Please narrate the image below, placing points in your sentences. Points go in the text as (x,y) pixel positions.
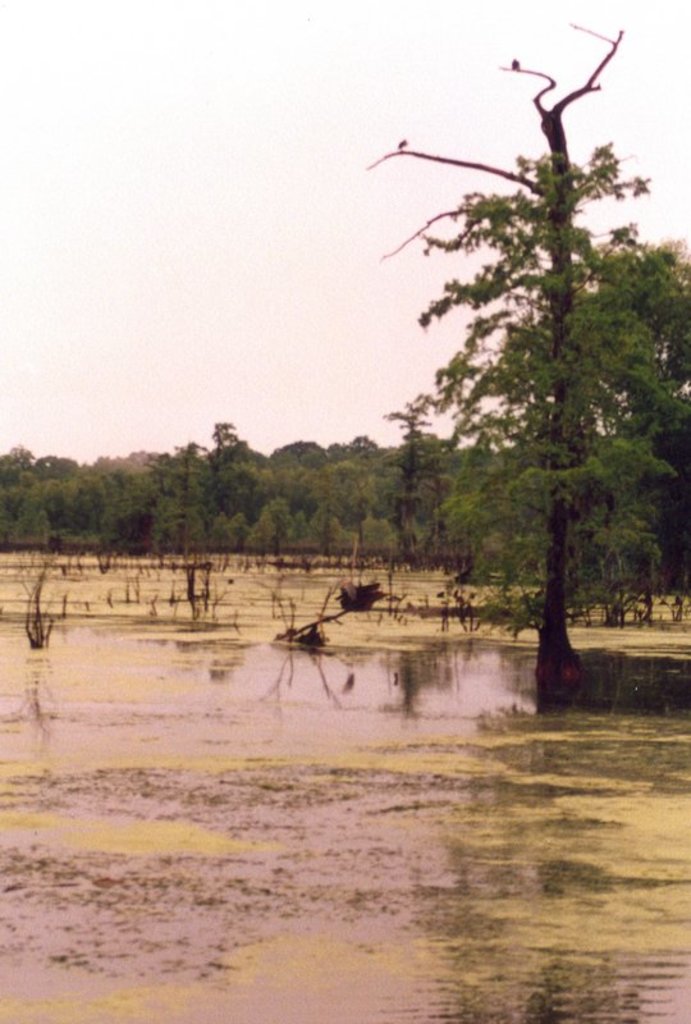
In this picture I can see water (529,843), plants (645,596), trees (660,473), and in the background (296,274) there is sky (223,264).
